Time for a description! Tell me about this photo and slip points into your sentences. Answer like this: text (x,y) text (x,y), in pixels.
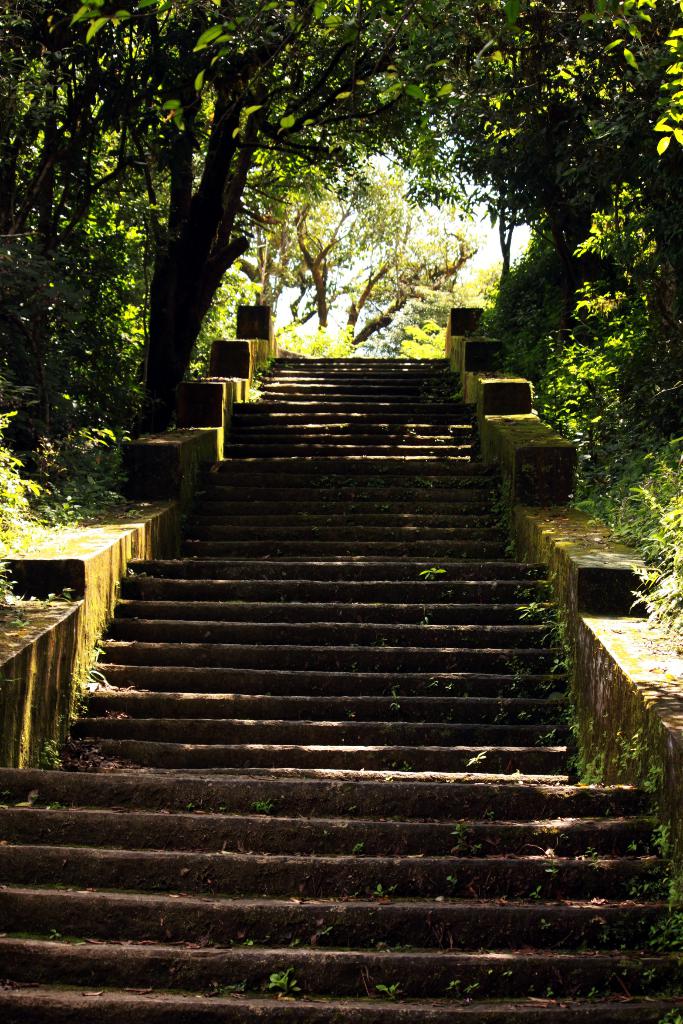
In this image I can see few stairs (393,525), trees (344,253) in green color and the sky (392,156) is in white color.
